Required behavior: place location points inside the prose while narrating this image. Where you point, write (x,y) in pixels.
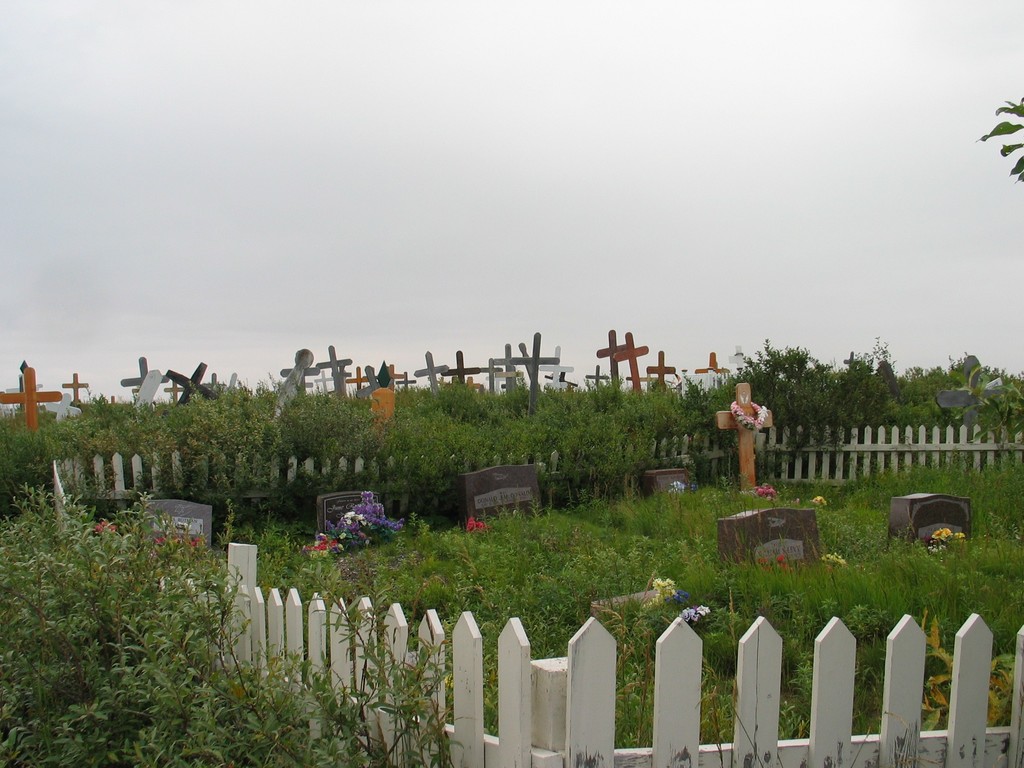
This is a cemetery (372,379). In that there are many crosses (614,376). On that some flowers (384,507) are kept. Also there are plants (292,575). In the background (406,194) there is sky (404,210).
